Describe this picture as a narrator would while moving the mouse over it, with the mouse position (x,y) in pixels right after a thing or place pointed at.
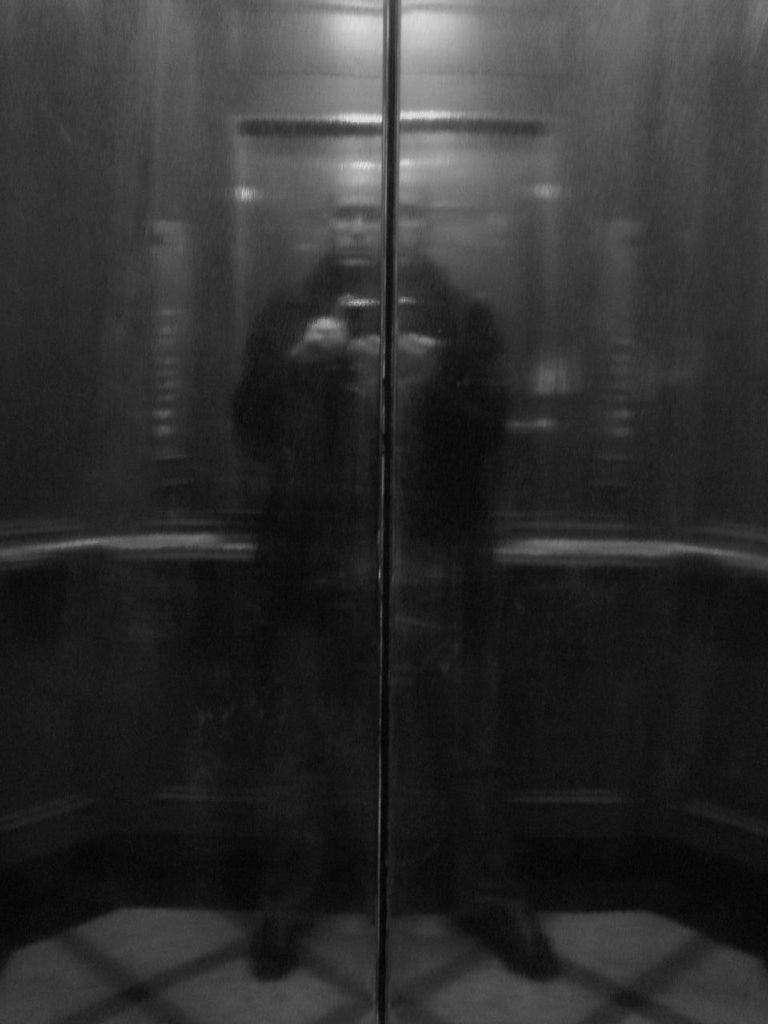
In this picture we can see a man (416,388) in the reflection (419,388).
